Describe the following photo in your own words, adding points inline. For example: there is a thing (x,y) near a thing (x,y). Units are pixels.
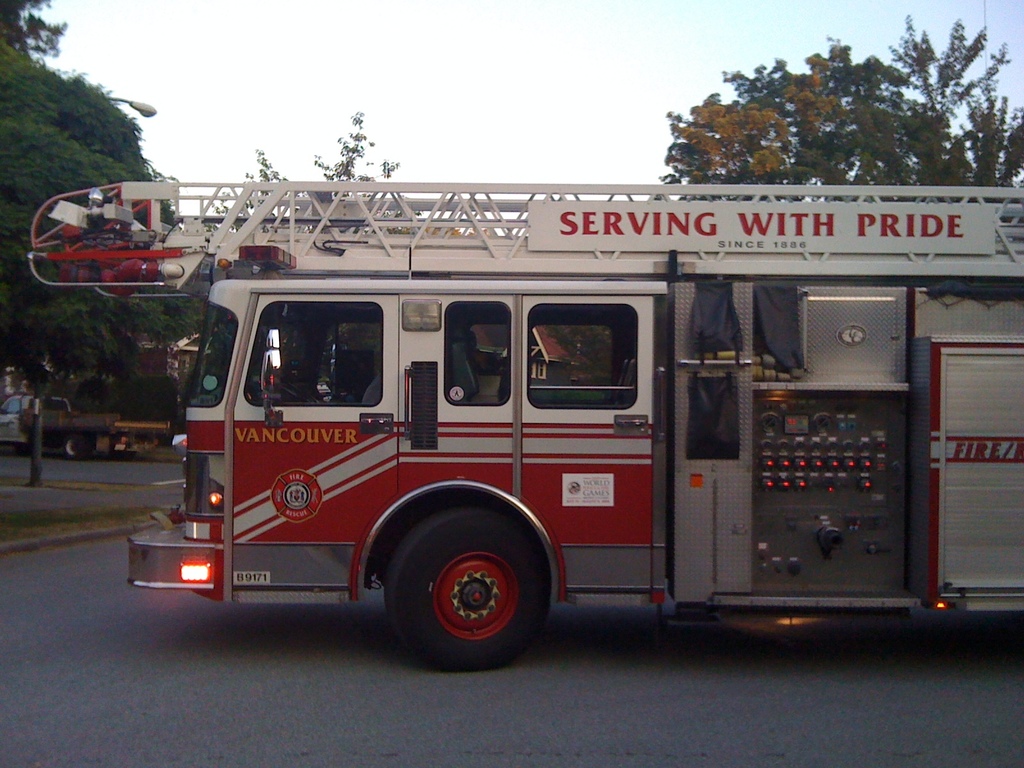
In this image in the center (479,429) there is a vehicle (336,409), and at the bottom (178,648) there is a road (870,718). And on the left side of the image (30,387) there is another vehicle (64,434) and some buildings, trees (76,143), and there is a street light (136,107). At the top (550,85) there is sky (501,98), and in the background (945,75) there are trees (47,129).
